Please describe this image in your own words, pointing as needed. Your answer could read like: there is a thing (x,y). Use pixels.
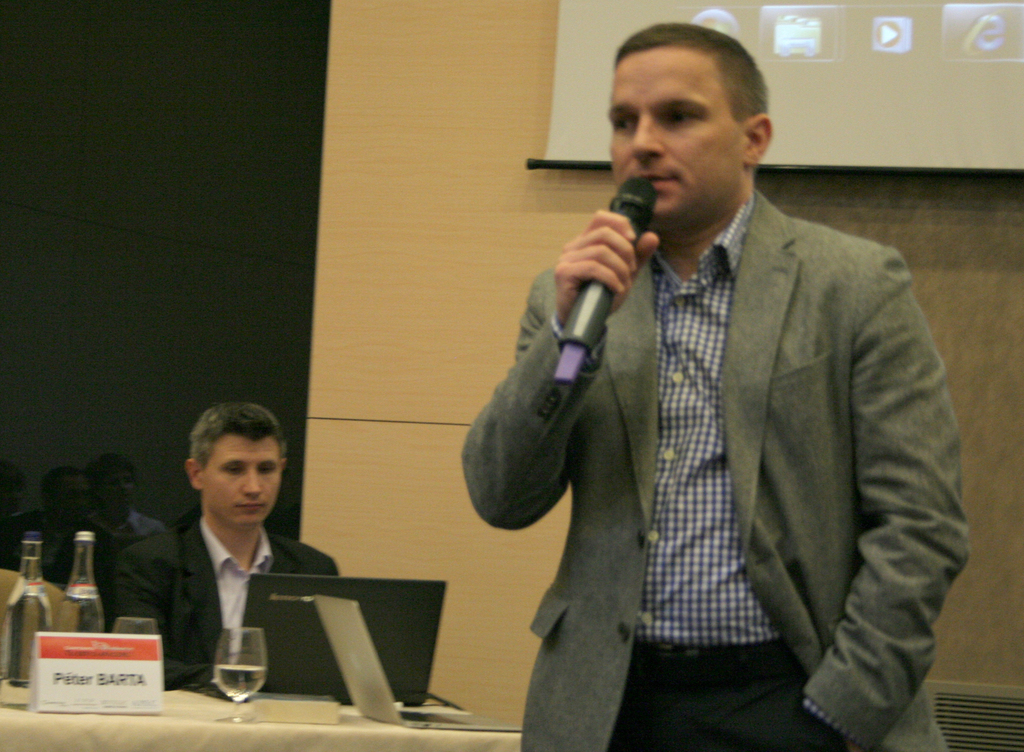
As we can see in the image there is a screen (901,40), a man (720,244) standing and holding mic (628,203) and table (37,720). On table (48,718) there are glasses (151,633), bottles (81,576) and laptop (356,649).
